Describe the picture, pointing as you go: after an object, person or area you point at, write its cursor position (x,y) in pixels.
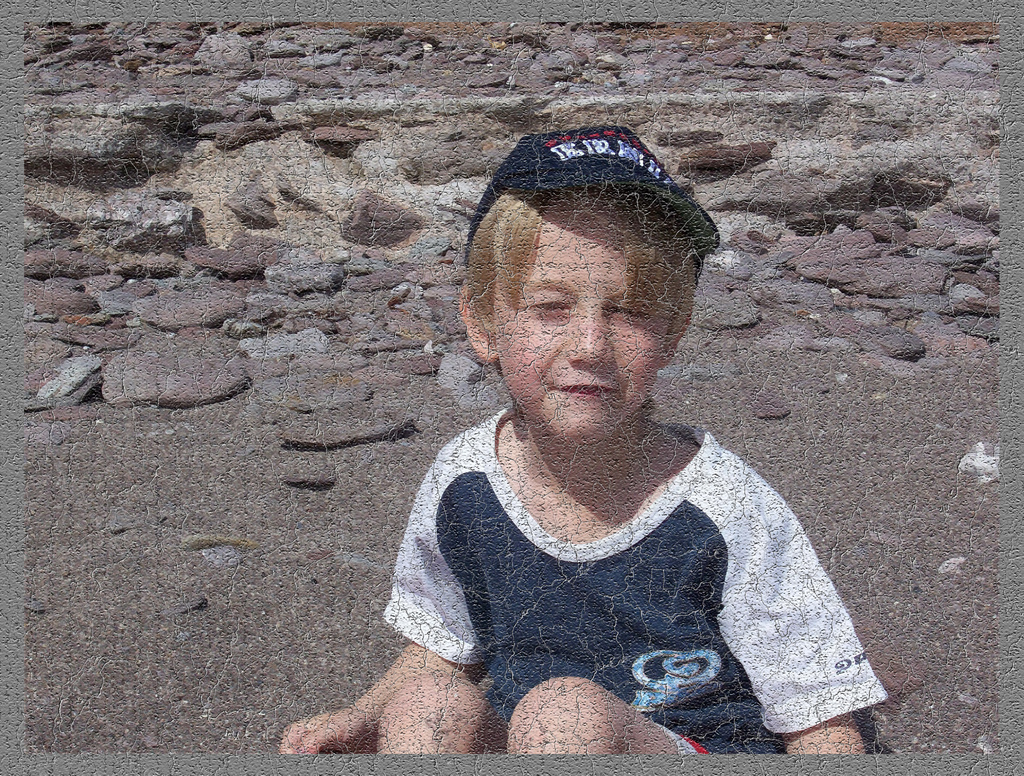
It is an edited image with borders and in this image we can see a boy (496,570) with a cap (612,176). In the background (403,212) we can see the stones (766,250).
